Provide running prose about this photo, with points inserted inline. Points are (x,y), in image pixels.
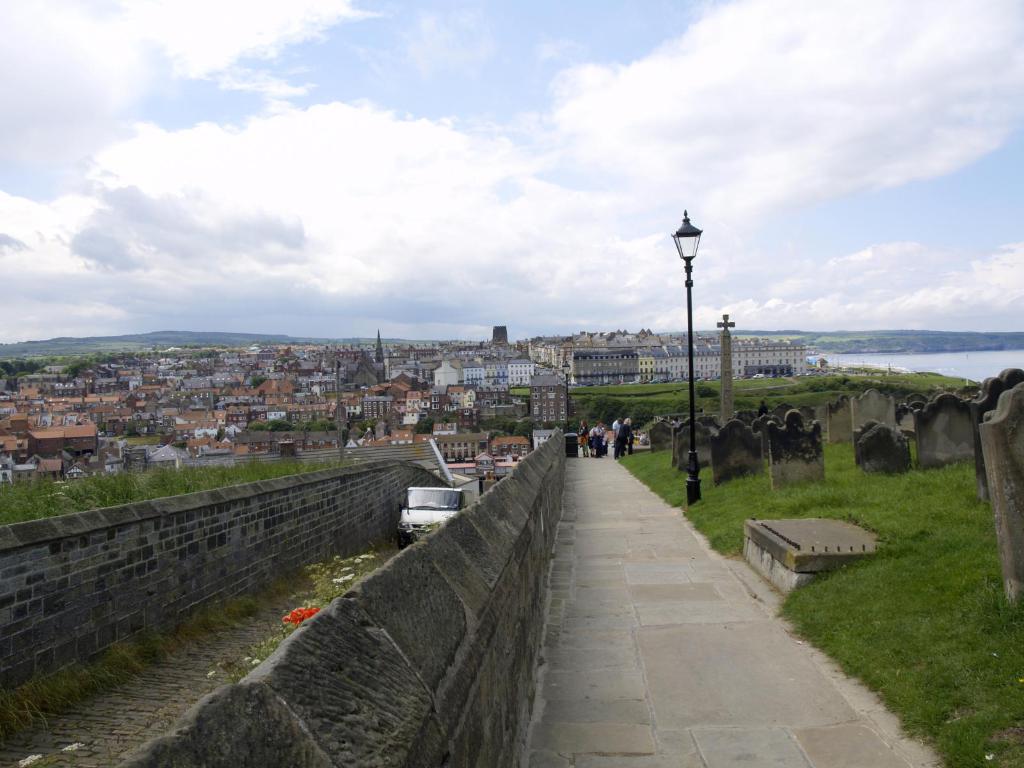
In this picture there is grass land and a pole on the right side of the image (712,506) and there are buildings (490,403) in the center of the image (362,403), there is sky (554,309) at the top side of the image (550,108).
